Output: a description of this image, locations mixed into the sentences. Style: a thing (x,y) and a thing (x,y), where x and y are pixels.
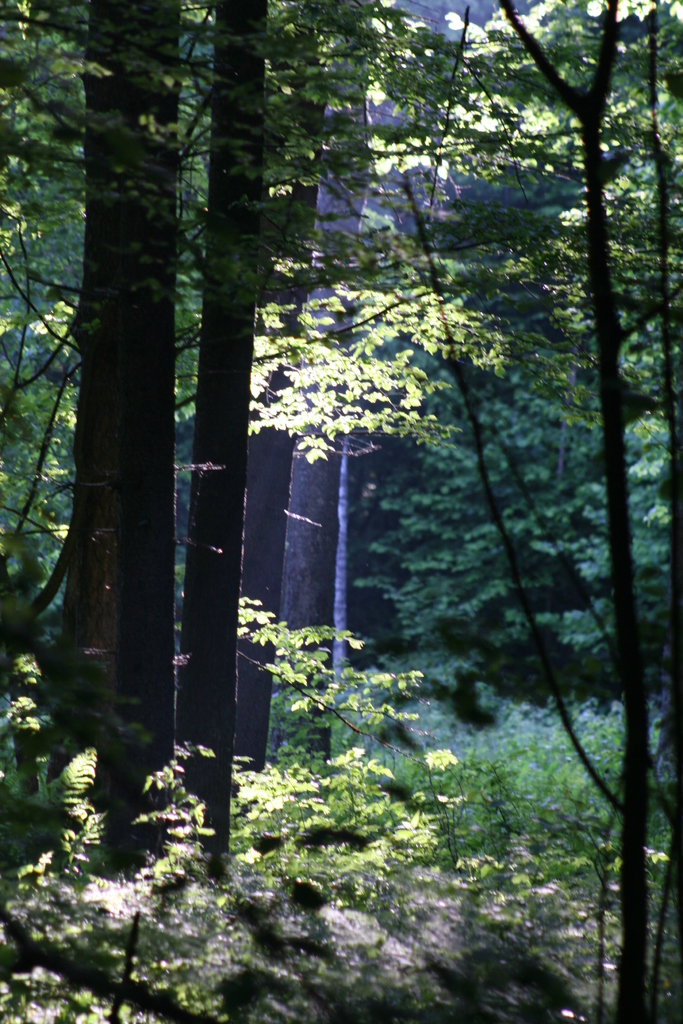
In this image I can see trees (252,476) and the plants (436,820).
